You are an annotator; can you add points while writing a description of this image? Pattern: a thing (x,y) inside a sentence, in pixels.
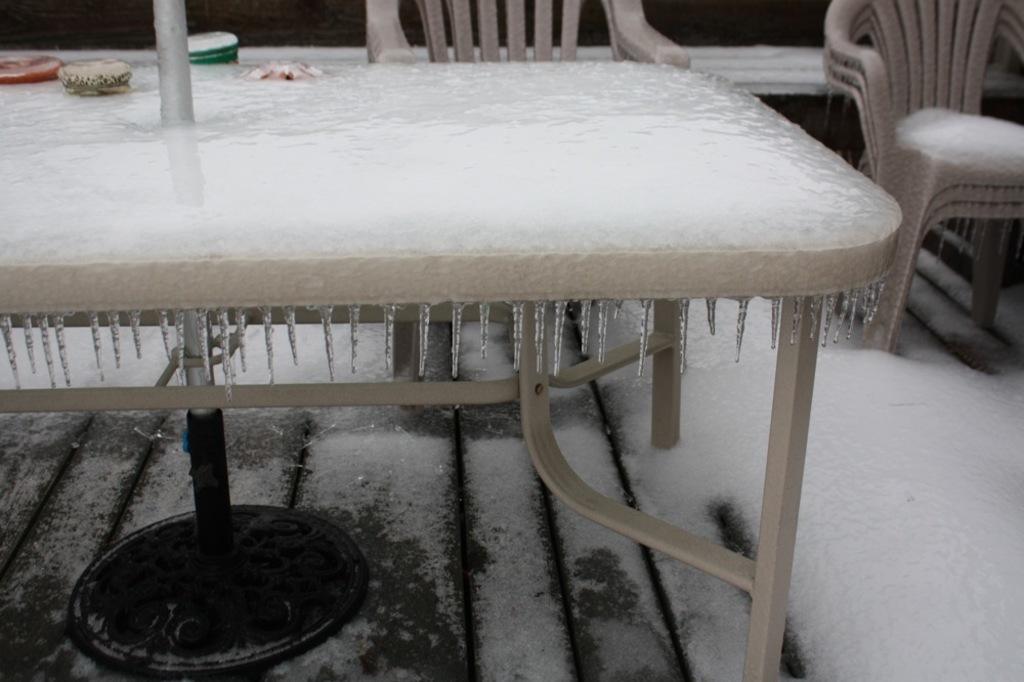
In this image there is a table (380,271) which is covered with the ice (392,228). In the background (638,55) there are chairs (873,54) which are also covered with the ice (922,142). At the bottom (487,553) there is a floor (576,560) on which there is ice (845,553). On the table (248,115) there are some objects (83,61) which are covered with the ice (48,93).
